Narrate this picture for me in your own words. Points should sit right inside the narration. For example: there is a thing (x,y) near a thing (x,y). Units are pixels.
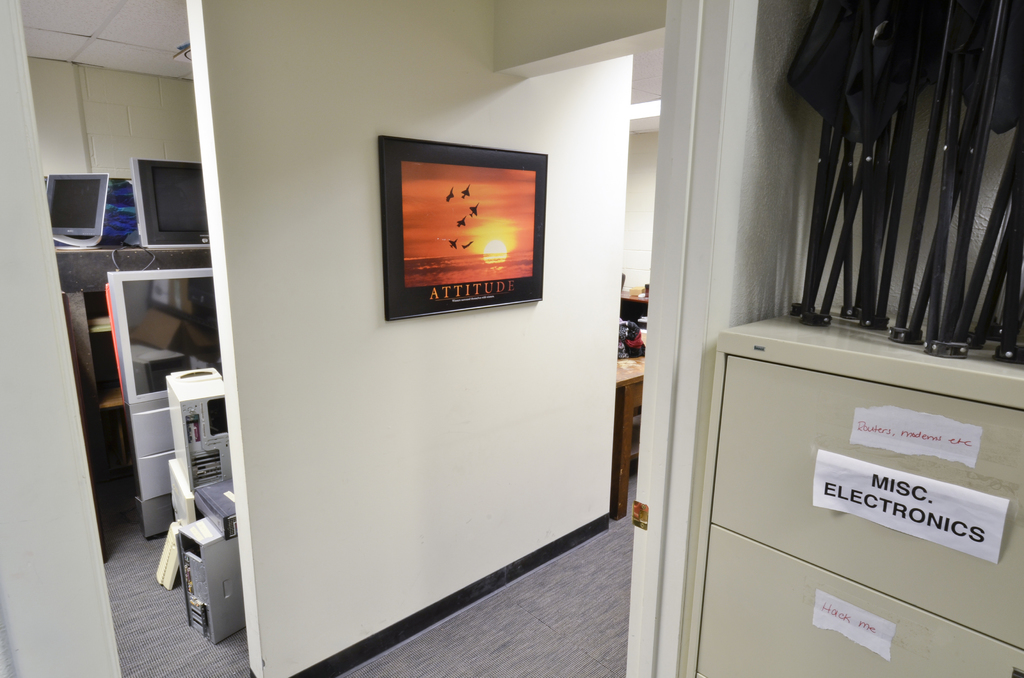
In this picture we can see rods (902,306) on metal box (891,366) and papers (884,500) are attached to the box (879,461). We can see frame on the wall (296,593), monitors (155,165), and devices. In the background of the image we can see objects (109,233) on tables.
